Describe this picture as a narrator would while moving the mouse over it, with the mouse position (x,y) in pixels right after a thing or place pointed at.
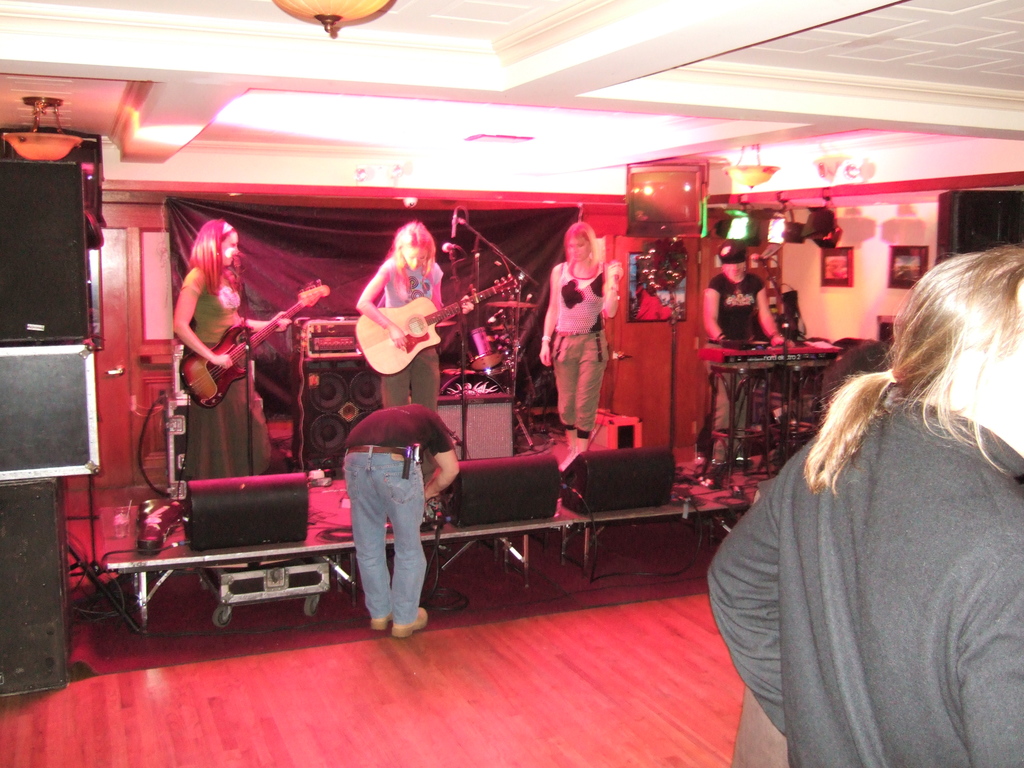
in the center (614,266) we can see some persons (761,303) were standing and they were holding guitar (385,352) and playing some musical instruments (786,349). And in the right side (839,466) corner we can see one person (860,454) standing. And coming to the backgrounds we can see lights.
